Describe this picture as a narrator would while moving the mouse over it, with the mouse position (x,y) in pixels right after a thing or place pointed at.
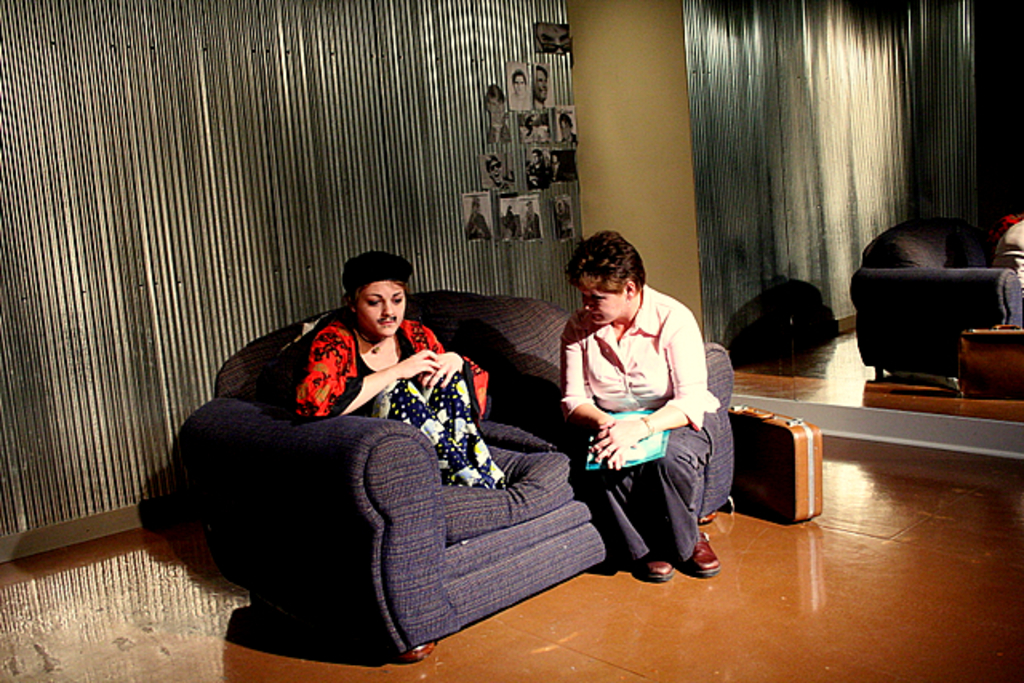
In this image there are 2 persons (440,410) sitting in couch (383,433) and talking to each other, and at the back ground (828,432) there is a briefcase (797,448), mirror (813,216), wall (411,194), some photos (508,188) stick to the wall (478,26).
